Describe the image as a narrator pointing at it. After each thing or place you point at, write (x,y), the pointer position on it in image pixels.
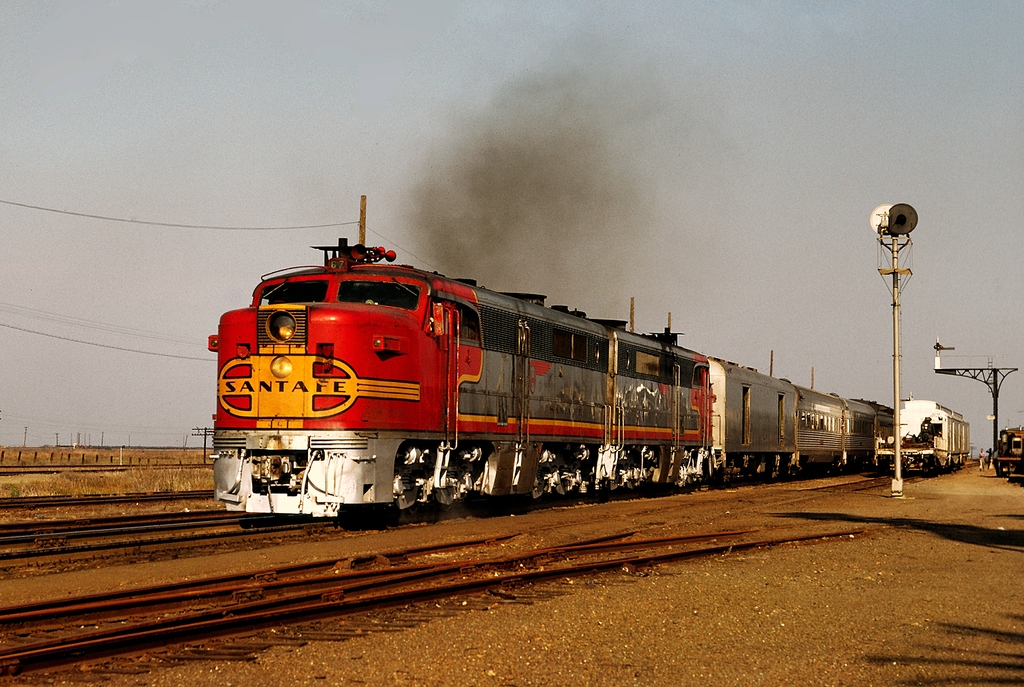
In this image I can see few railway tracks (169,603) and on it I can see train (254,378). In background (173,358) I can see few poles (900,417), smoke (599,260), wires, shadows (921,523) and the sky (327,160).
